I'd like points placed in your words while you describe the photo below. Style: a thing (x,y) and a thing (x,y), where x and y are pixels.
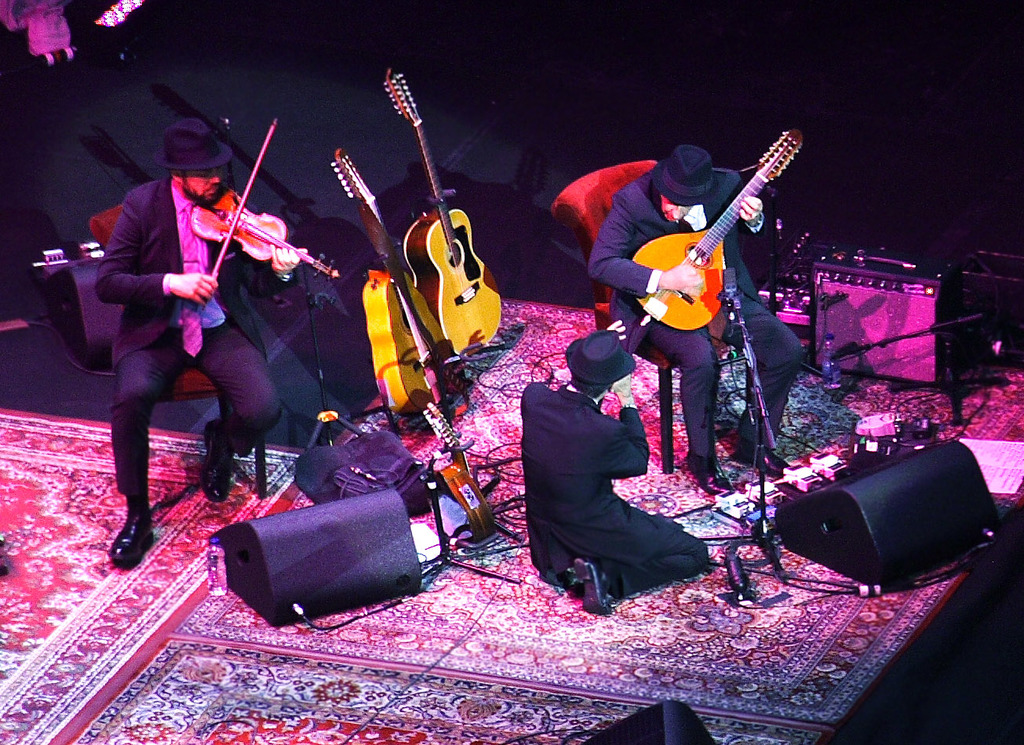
In this image I see 3 men (120,430), in which both of them are sitting on the chairs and holding a musical instrument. I can also see that there are 2 guitars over here and few things (341,419) on the floor (723,736).
